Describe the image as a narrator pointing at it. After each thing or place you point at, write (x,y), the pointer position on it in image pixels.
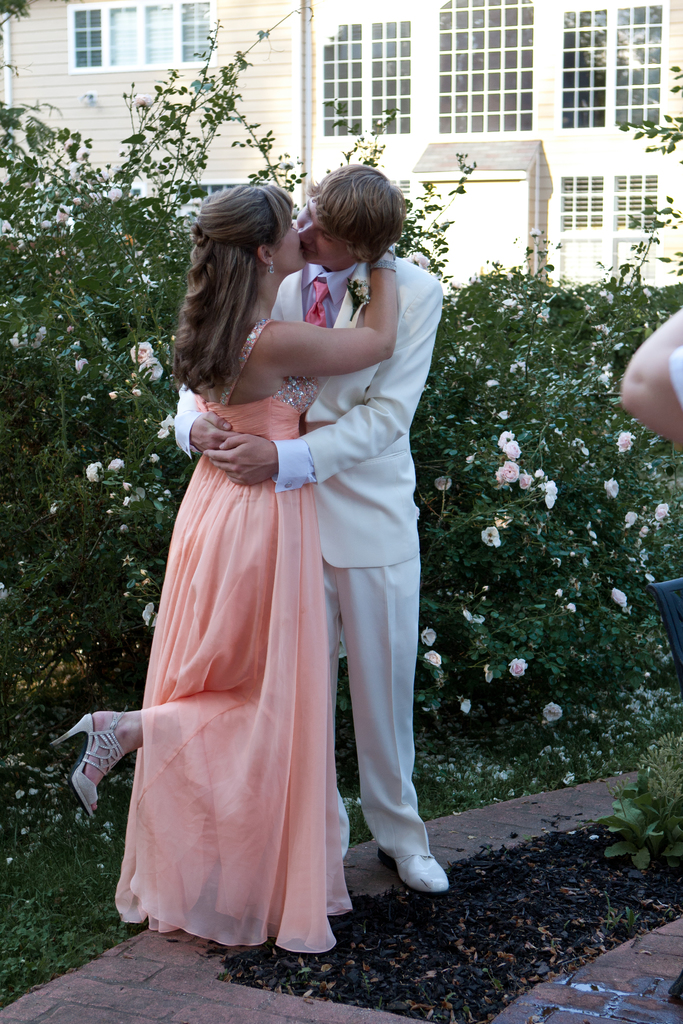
This image consists of two persons (212,628) hugging each other and kissing. At the bottom (19,945), there is green grass (48,962). In the background (29,446), we can see a building (120,79) along with the plants (590,286).
